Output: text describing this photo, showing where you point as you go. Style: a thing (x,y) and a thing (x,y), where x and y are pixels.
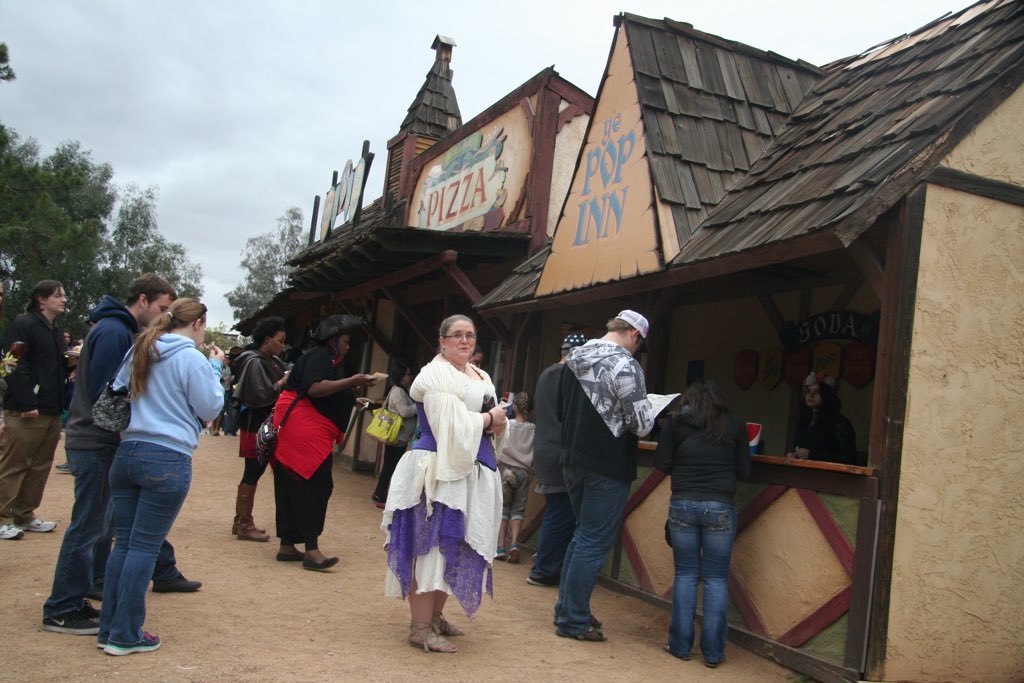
In this image I can see group of people (165,322) some standing and some are eating. I can also see few stalls (496,212). Background (55,215) I can see trees (137,203) in green color and sky (212,91) in white color.
